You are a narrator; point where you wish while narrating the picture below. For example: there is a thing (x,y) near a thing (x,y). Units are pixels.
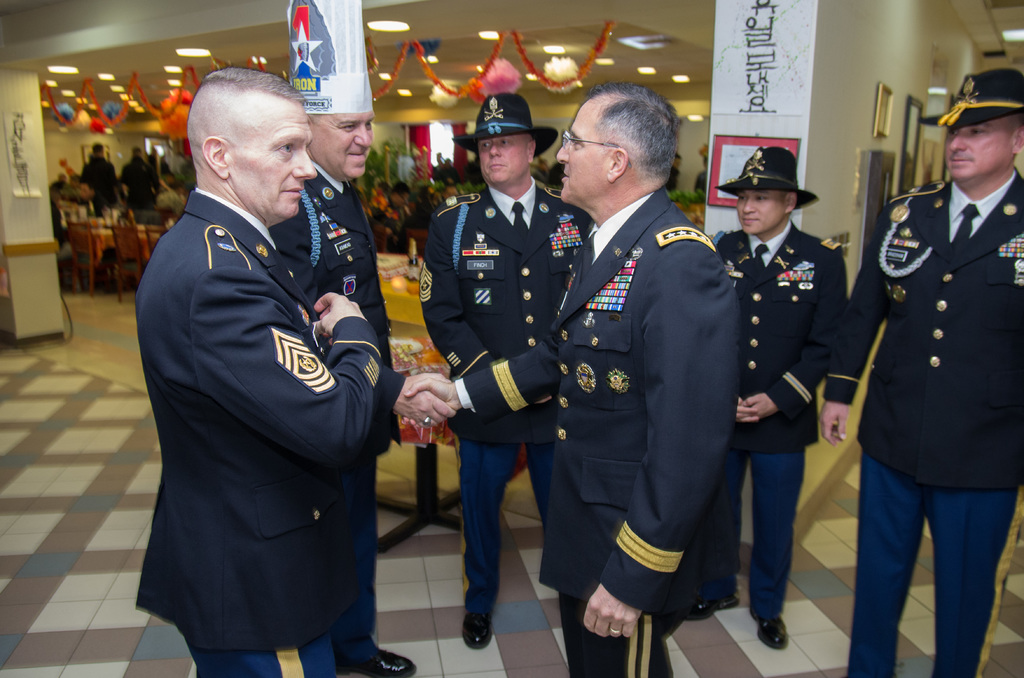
In this image we can see people (522,267) in the same costume (510,260) and behind them, we can see photo frames (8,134), lights (560,47) and decorative objects (591,57).
